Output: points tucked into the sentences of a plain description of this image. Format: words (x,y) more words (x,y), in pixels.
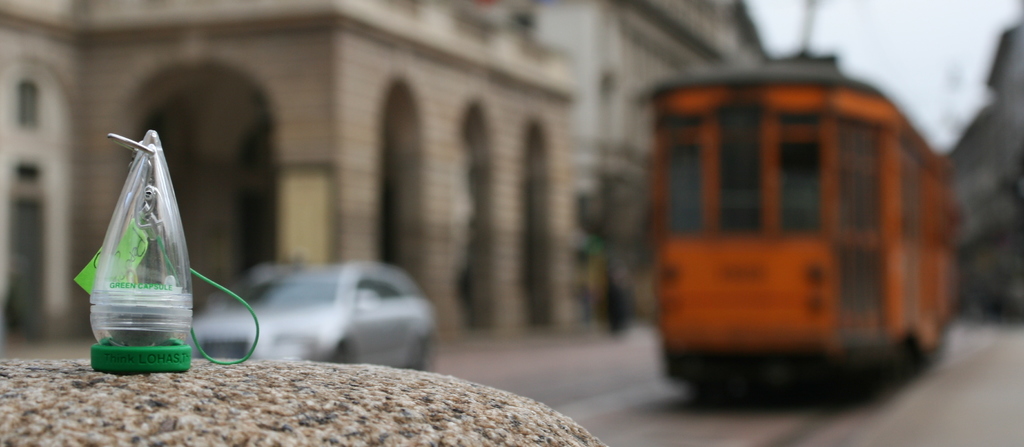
In this image I can see there is a plastic thing (179,362) on the left side (187,304) on a stone (187,390), on the right side (840,94) it looks like a train (849,221) in orange color. There are buildings (345,248), at the bottom (344,315) there is the car (332,318) moving on the road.
